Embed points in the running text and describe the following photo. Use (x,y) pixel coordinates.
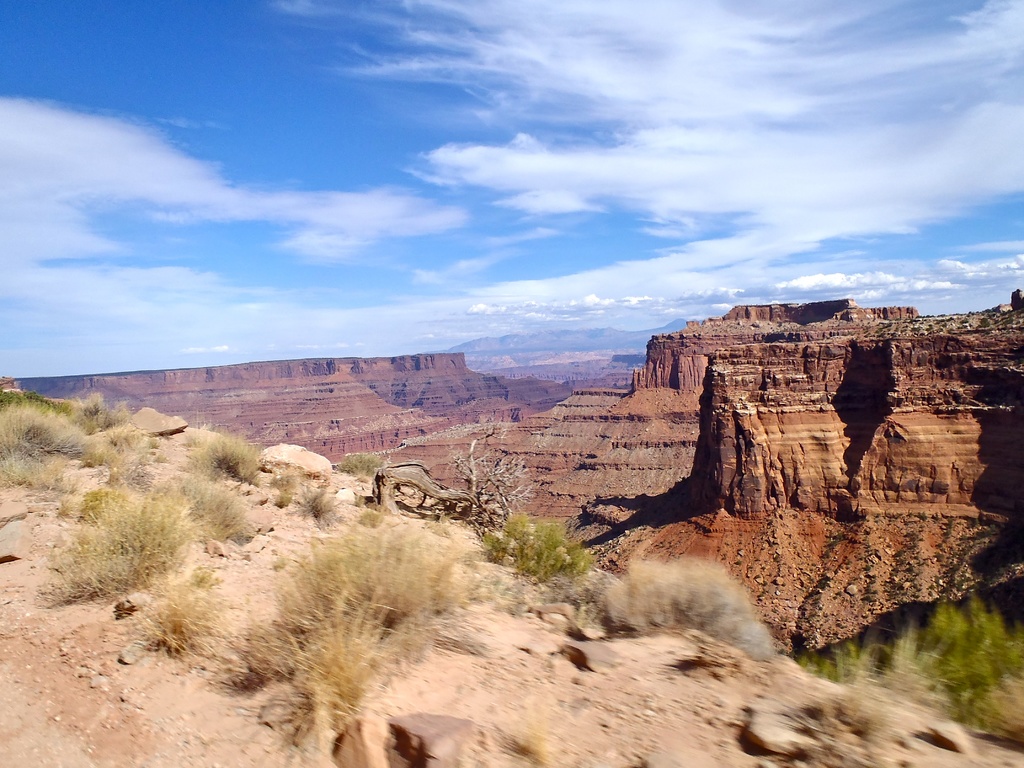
In the image there is a dry shrubland (438,560), around that there are hills (931,453).
